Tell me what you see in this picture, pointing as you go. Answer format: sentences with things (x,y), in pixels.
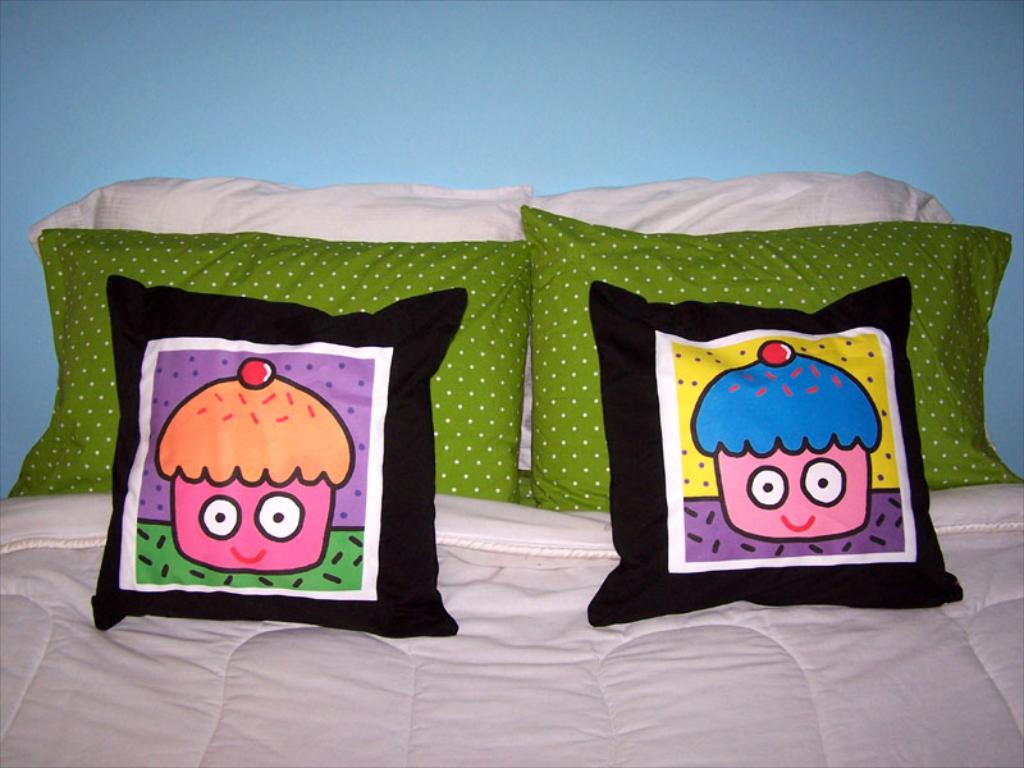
In this picture we can see pillows (334,385) on bed (252,648). In the background of the image (760,119) it is blue.
